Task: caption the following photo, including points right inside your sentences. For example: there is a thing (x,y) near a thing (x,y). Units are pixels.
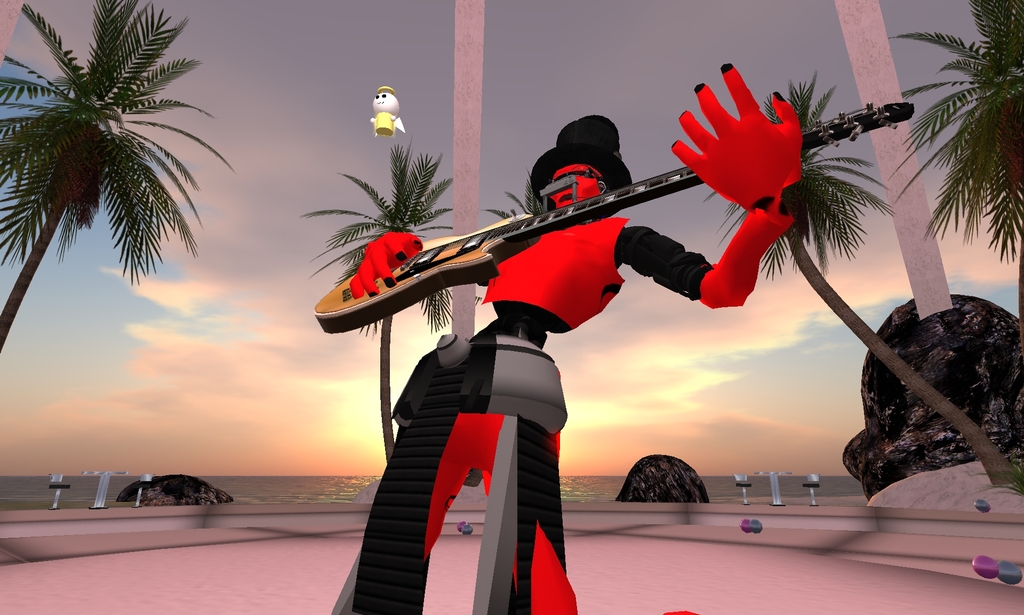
In this image we can see an animated image, in that, there is a person (464,398) playing guitar (530,213), there are trees (961,175), poles (463,329), rocks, also we can see the sky (314,333), and the ocean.
